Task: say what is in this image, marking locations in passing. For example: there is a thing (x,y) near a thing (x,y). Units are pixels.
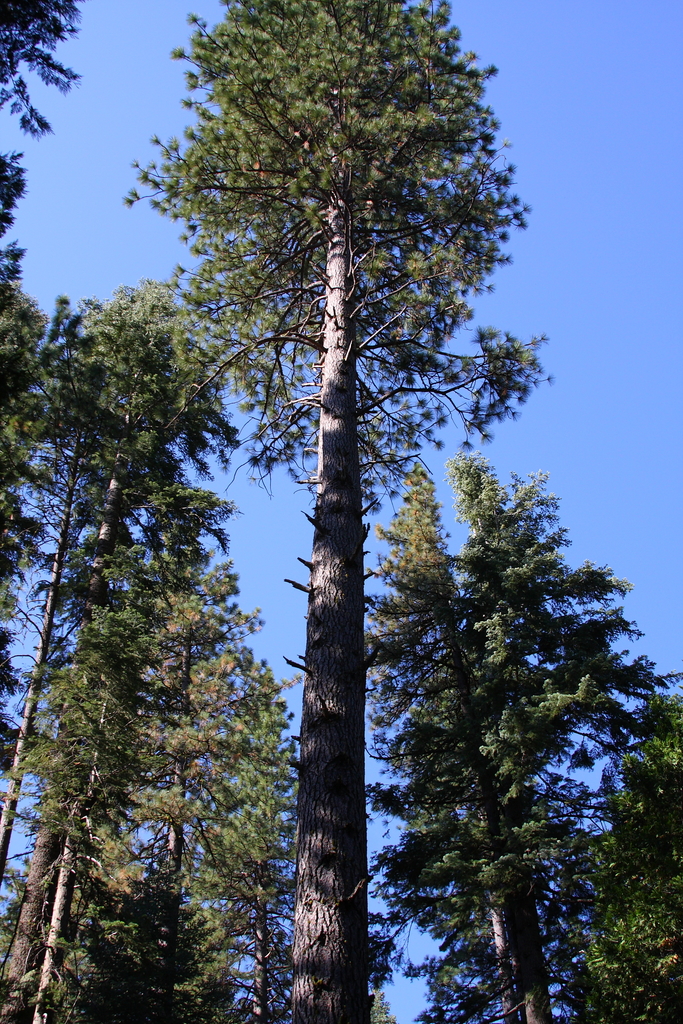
This picture shows few tall trees (195,491) and we see a blue sky (662,482).
